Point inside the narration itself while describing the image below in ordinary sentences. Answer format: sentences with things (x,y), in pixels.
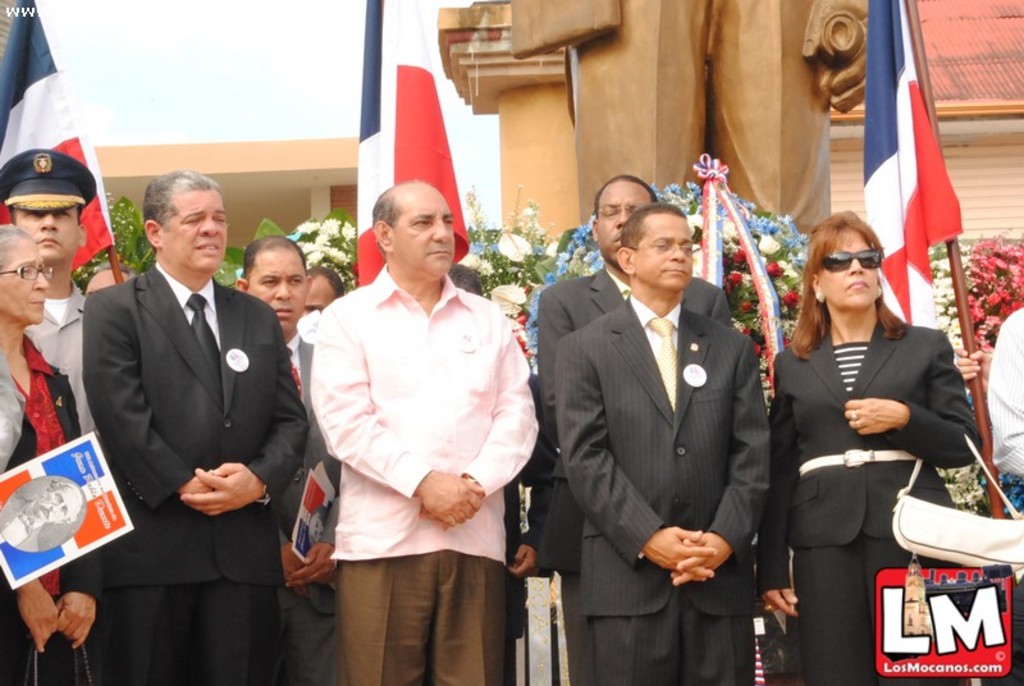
In this picture I can see a building (1012,185) on the back (978,191) and few flags (407,152) and flowers (597,263) and few people (919,328) standing and I can see a woman (884,435) holding a handbag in her hand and I can see a man (48,215) wore a cap (63,189) on his head (52,234) and I can see a logo (909,597) at the bottom right corner (896,614) and I can see a cloudy sky (176,68).
